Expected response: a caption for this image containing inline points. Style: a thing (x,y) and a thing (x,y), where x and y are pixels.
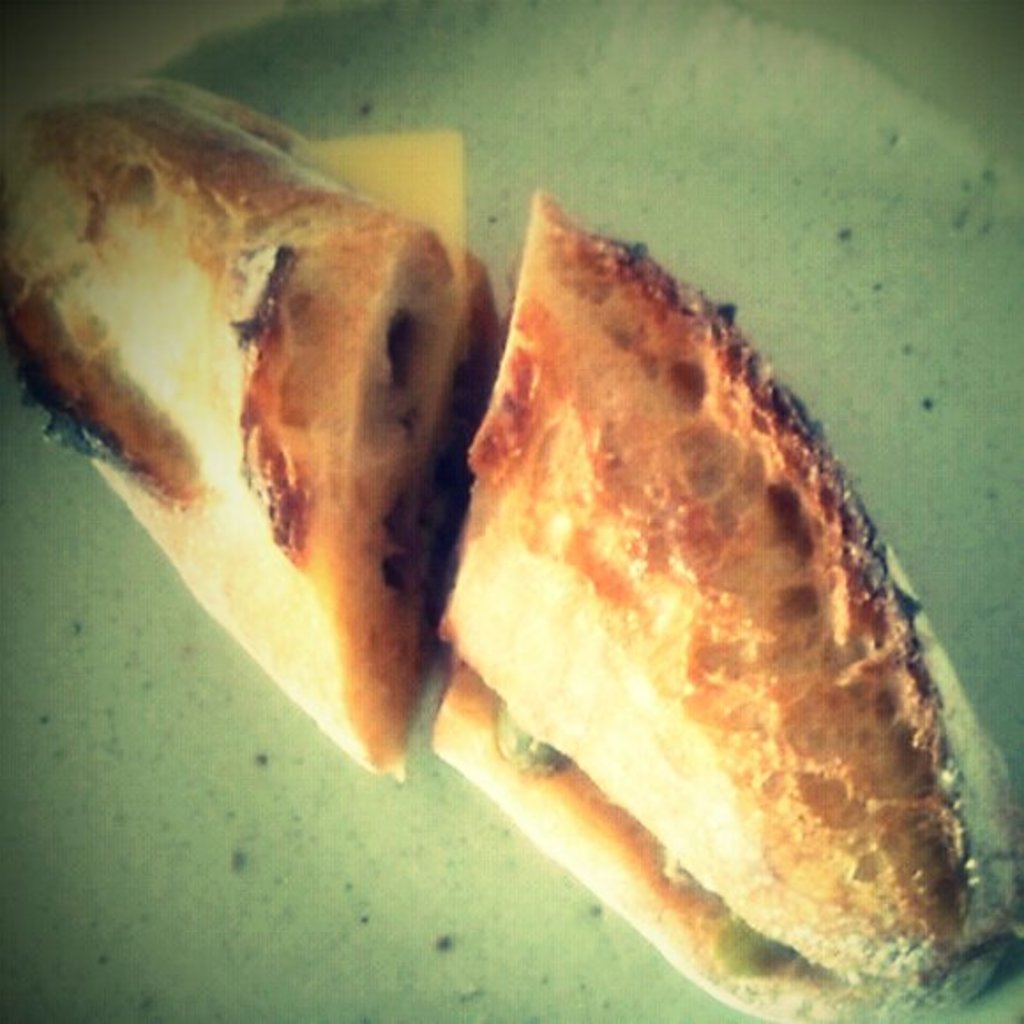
In the center of the image (640,511), there is a food item (631,625).
